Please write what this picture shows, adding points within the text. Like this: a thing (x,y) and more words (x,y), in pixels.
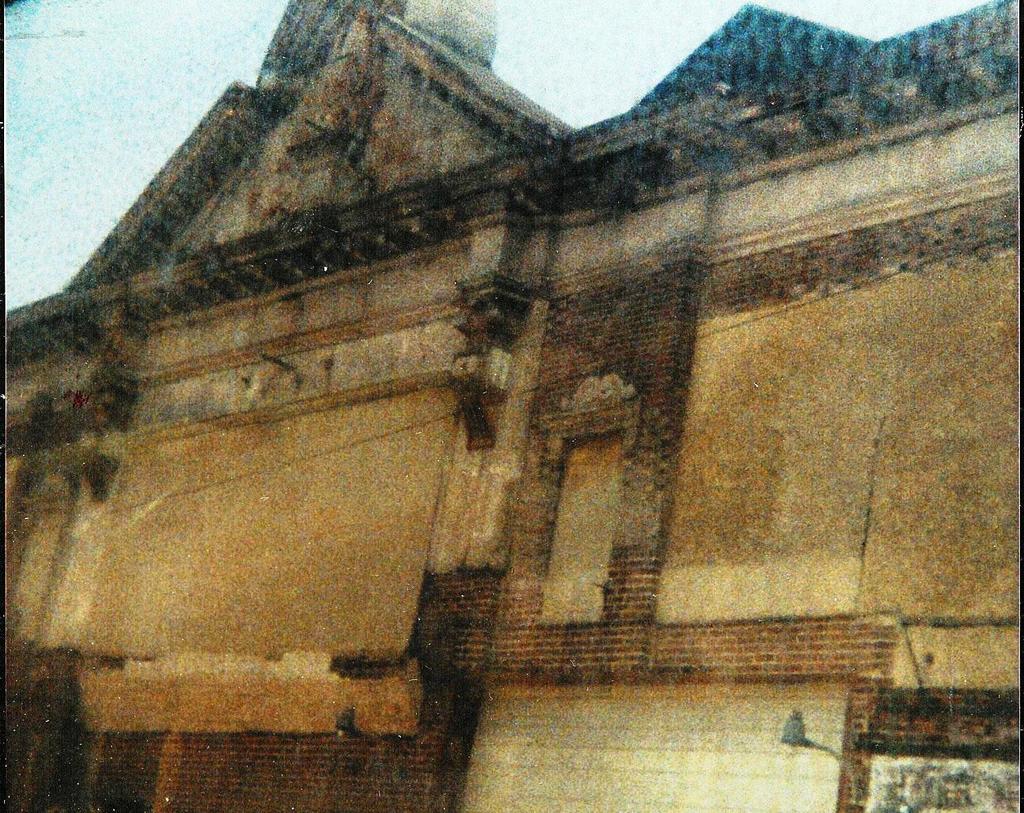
In this picture, we see an old building (554,425). At the bottom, we see the street light (793,735) and at the top (558,84), we see the sky (150,170). This picture might be a photo frame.
